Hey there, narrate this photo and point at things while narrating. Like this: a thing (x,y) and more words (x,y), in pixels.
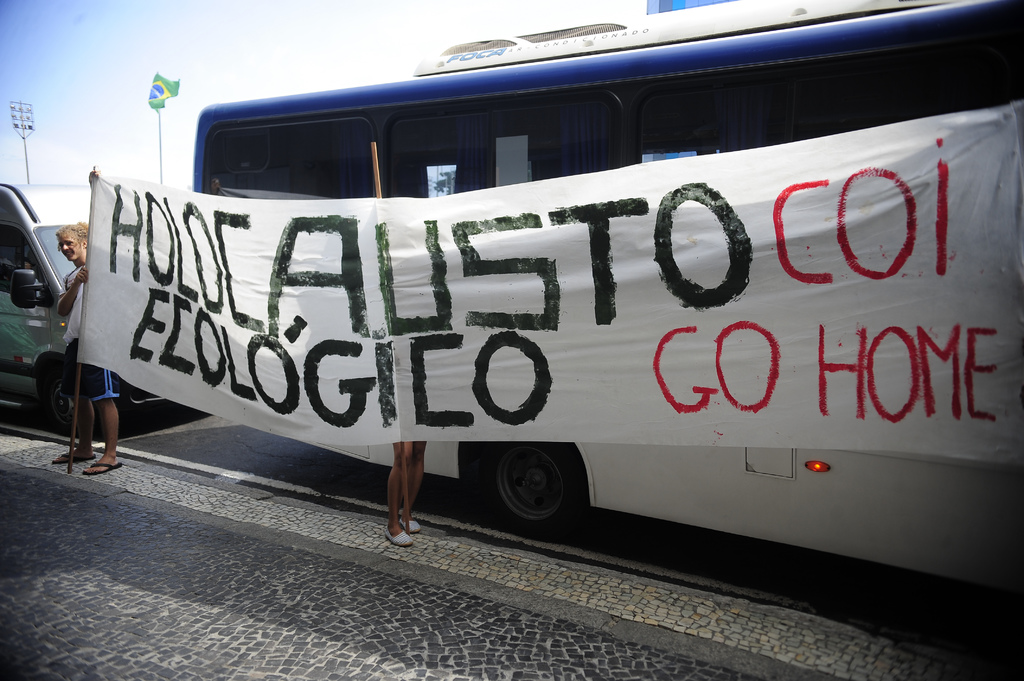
In this image we can see a bus (519,173) and a truck (62,368) on the road (305,462). We can also see two people (105,374) holding a banner (411,255) with the sticks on the footpath (254,559). On the backside (160,118) we can see a flag (150,94) to a pole (162,178), lights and the sky (13,38) which looks cloudy.
